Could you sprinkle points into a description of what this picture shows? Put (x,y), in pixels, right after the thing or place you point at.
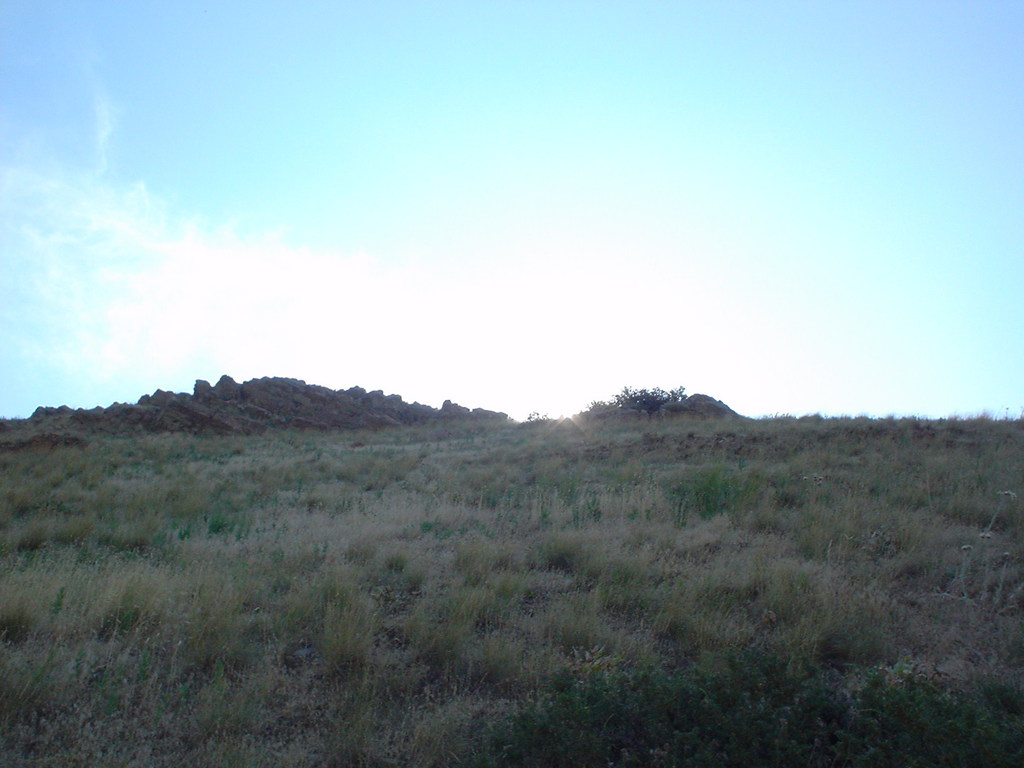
In this image there is a grassland (532,521) and a hill (277,395), in the background (503,409) there is the sky (696,225).
